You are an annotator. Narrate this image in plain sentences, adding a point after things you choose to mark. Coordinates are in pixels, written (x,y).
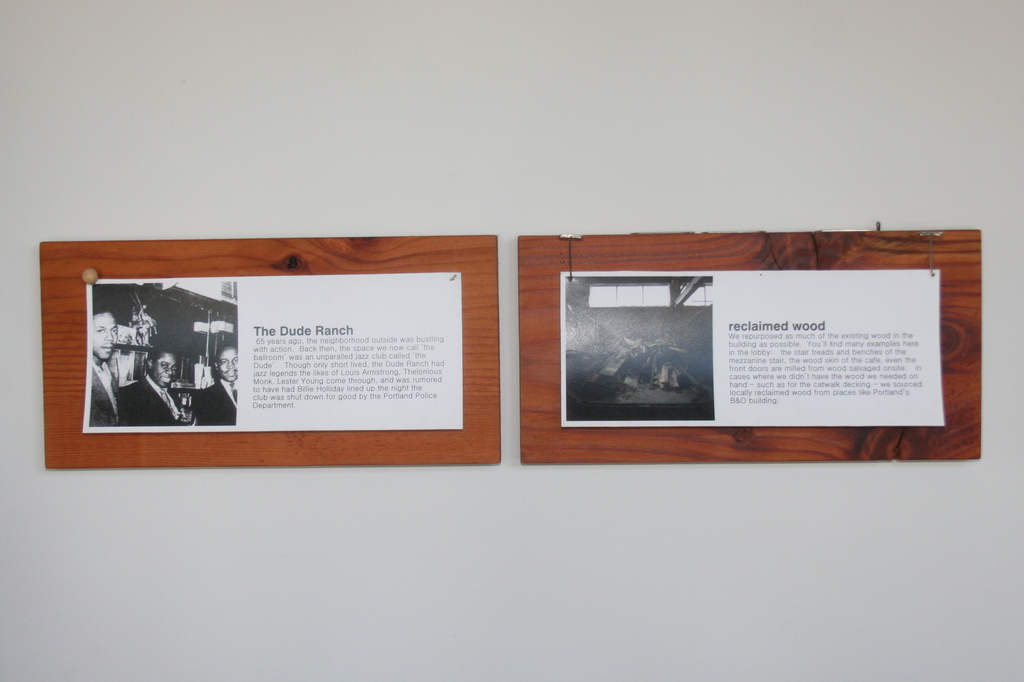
In this picture we can see there are papers (347,282) and pins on the wooden objects (542,319) and the wooden objects (522,320) are on the white wall (68,94).
